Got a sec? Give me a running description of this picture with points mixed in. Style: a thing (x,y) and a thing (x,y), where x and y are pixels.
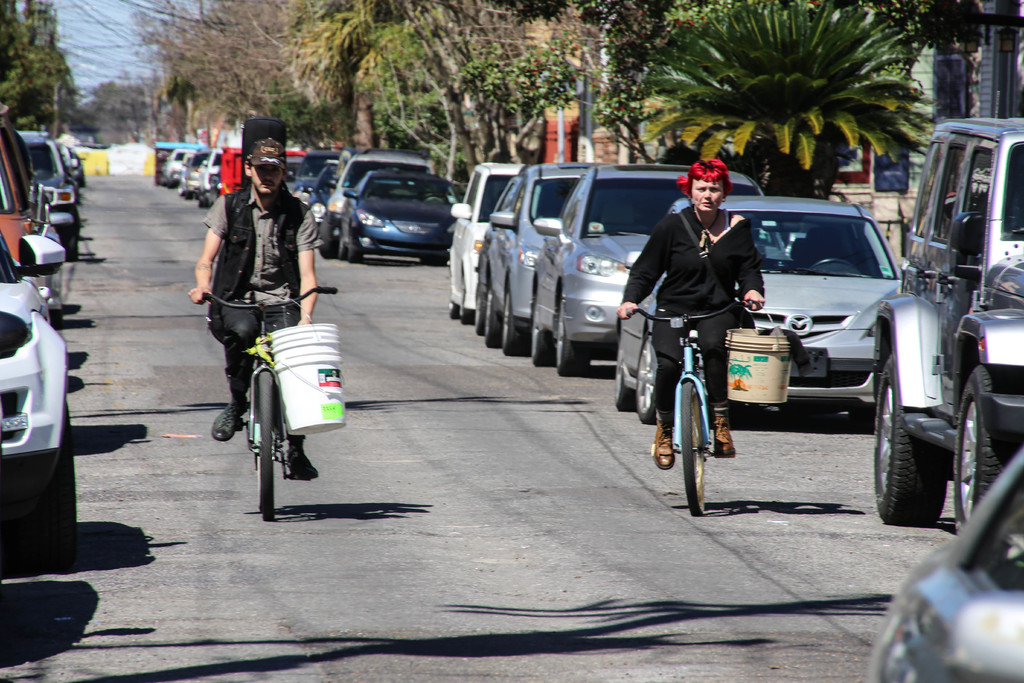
In this image two people (268,189) are riding bicycle (693,373) on the road (405,458) and we can find couple of cars (658,181), buildings (551,148) and trees (422,52).
